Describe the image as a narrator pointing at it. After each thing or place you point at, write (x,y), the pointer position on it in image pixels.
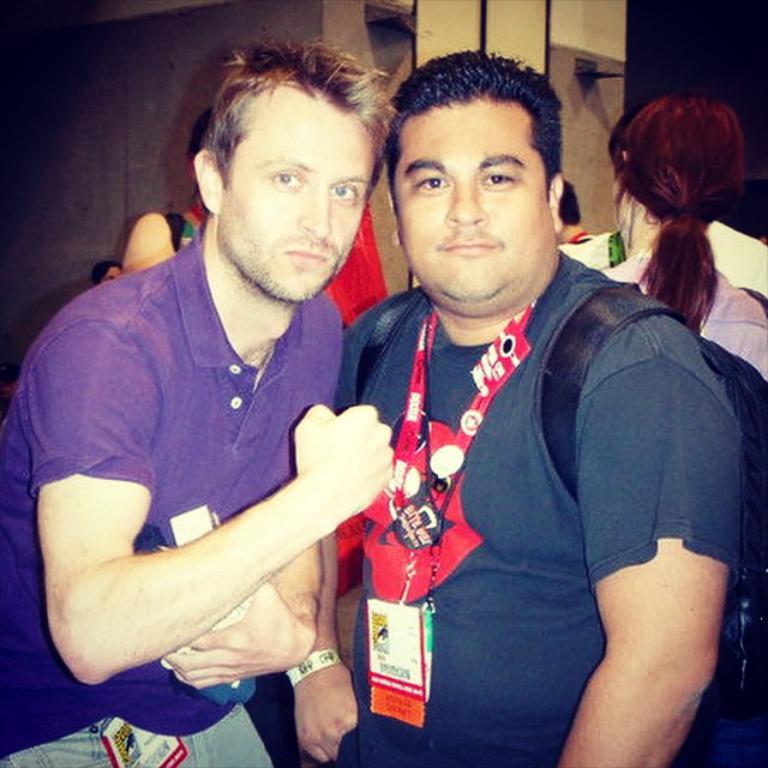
In this picture I can see two persons (536,232), and in the background (632,262) there are group of people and there is a wall (469,17).
